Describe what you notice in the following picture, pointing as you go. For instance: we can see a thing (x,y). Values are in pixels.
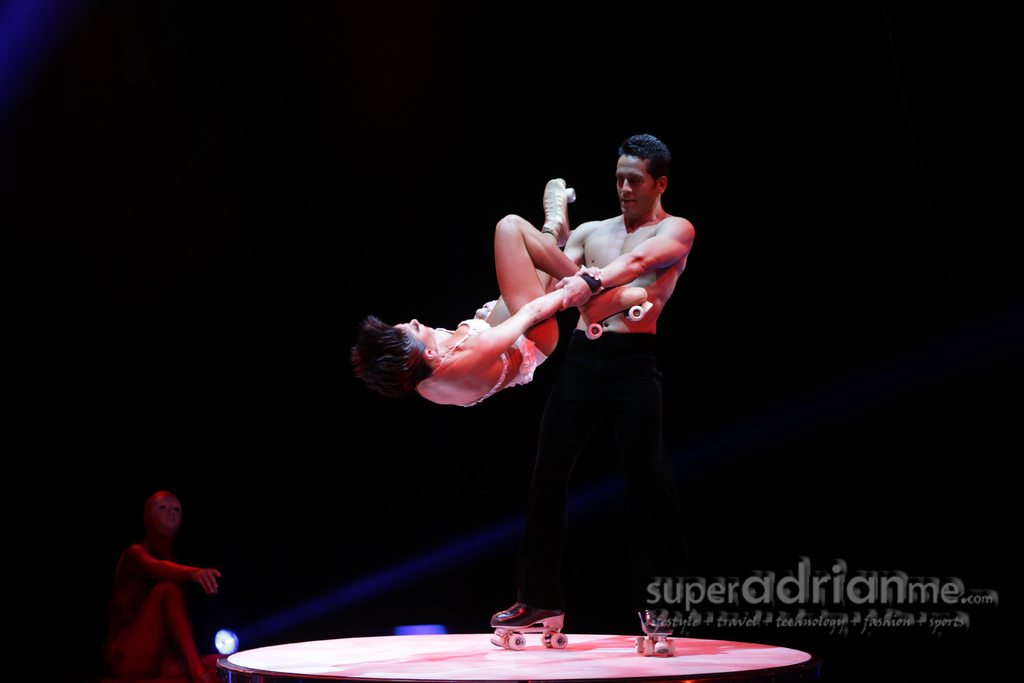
In the middle of this image (664,246) there is a man (560,594) wearing skates (514,618), standing and carrying a woman (488,340). It seems like these two persons (509,337) are dancing on the stage (485,666). On the left side (140,570) there is a person (147,558) wearing a mask (174,519) to the face (166,509) and sitting. The background (589,519) is dark. In the bottom right-hand corner (785,614) there is some text (731,592).
